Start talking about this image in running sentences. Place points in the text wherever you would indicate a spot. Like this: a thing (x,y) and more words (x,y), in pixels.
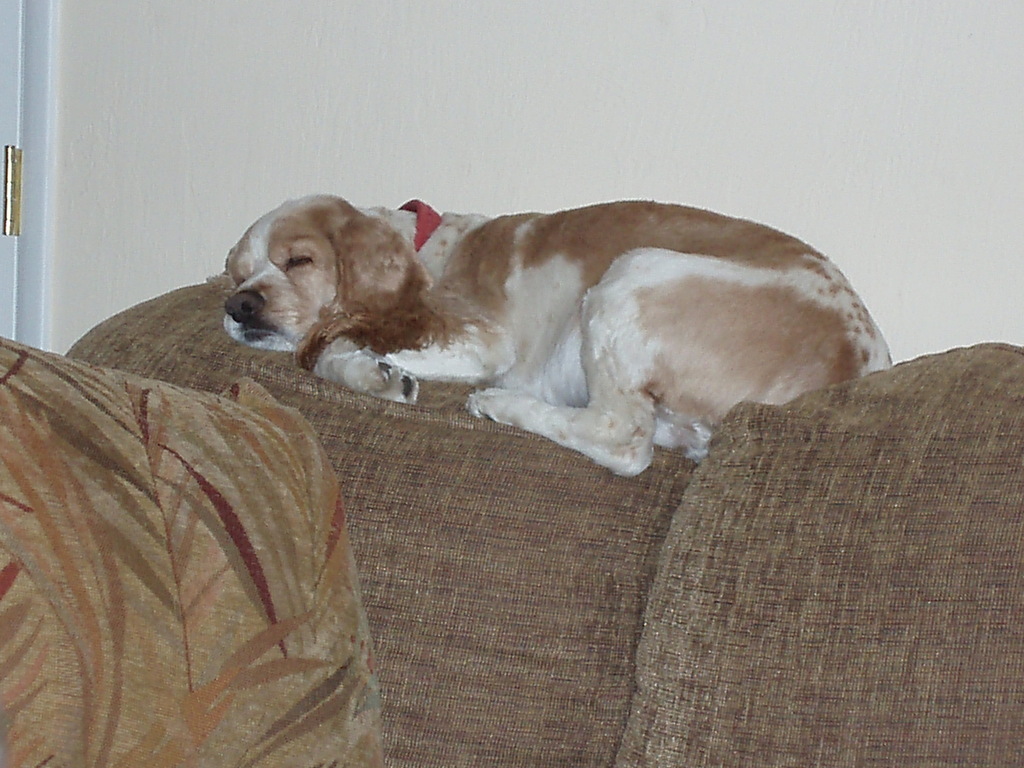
In this image I can see a dog (582,438) is sleeping on the sofa (764,421), it is in white and brown color. On the left side (176,567) there is the pillow (257,662).
